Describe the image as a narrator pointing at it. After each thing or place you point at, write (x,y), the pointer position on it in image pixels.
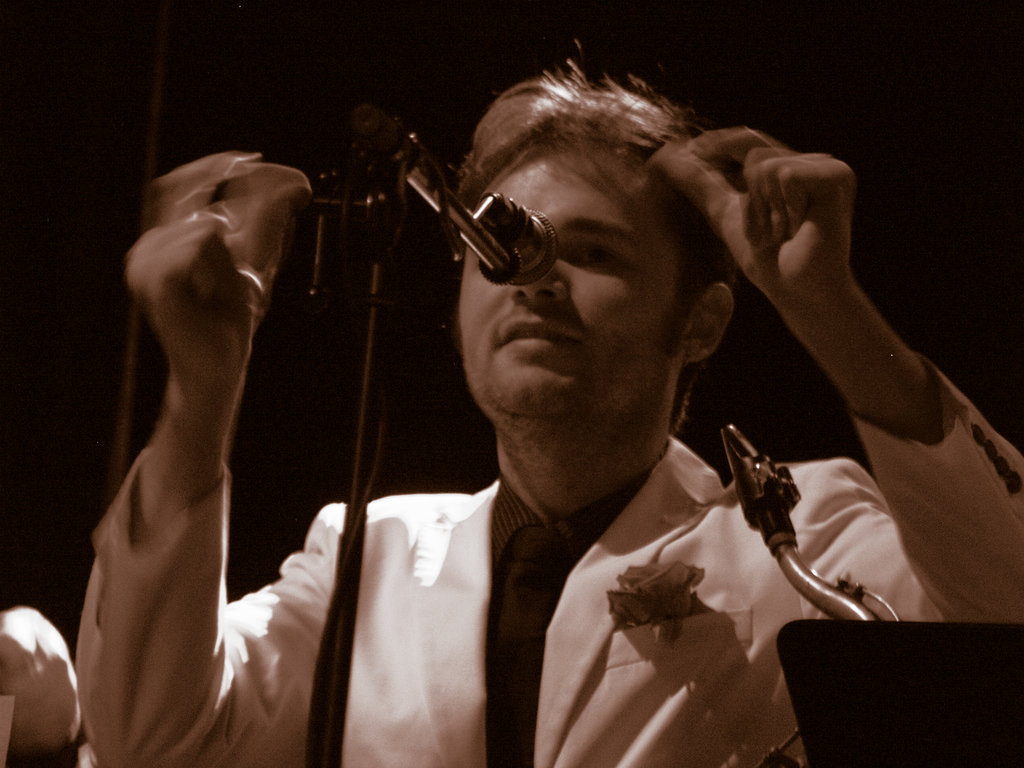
In the middle of the image (587,418) we can see a man (628,512), in front of him we can find a microphone (498,200) and we can see dark background (908,261).
